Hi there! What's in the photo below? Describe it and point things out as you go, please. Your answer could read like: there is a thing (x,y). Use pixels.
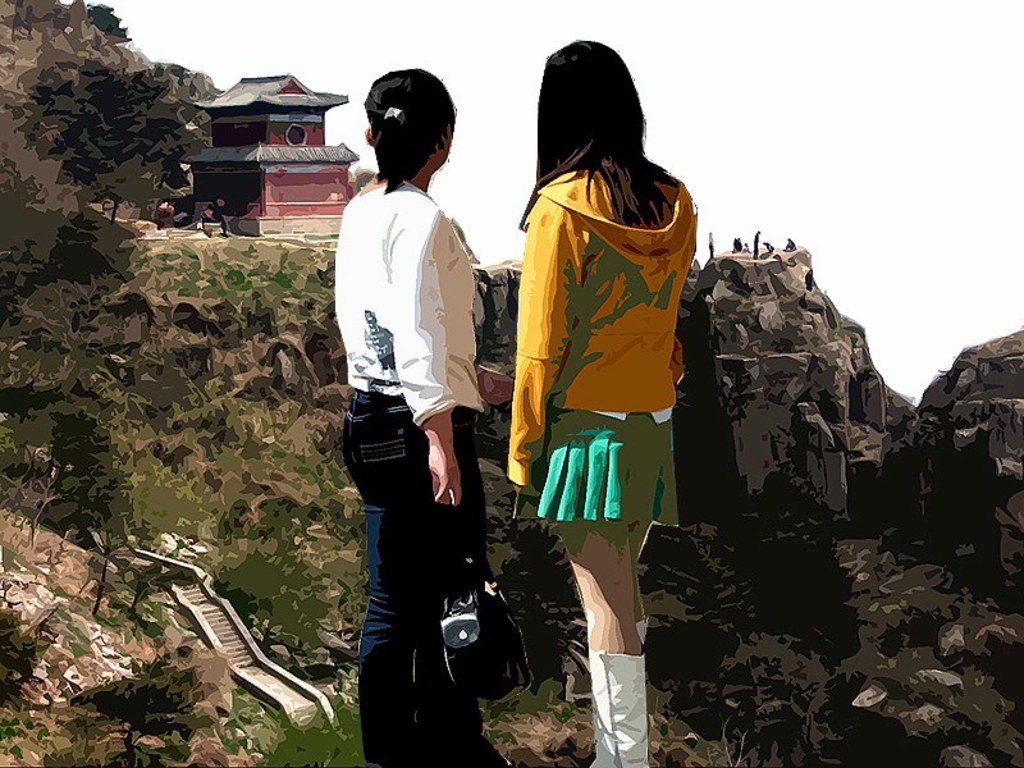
This picture looks like editing. Here we can see a woman (566,379) who is wearing yellow jacket (609,283), skirt (565,492) and shoe (640,699). She is standing near to the woman (466,354) who is wearing white top (395,363), trouser (374,520) and holding a bag (477,623). In the background (826,417) we can see building (262,182), mountains (237,303) and trees (113,117). At the top (818,35) there is a sky (792,78). On the bottom (245,569) we can see stairs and plants (261,722). Here we can see some peoples (746,248) standing on the corner of the mountain (770,253).
